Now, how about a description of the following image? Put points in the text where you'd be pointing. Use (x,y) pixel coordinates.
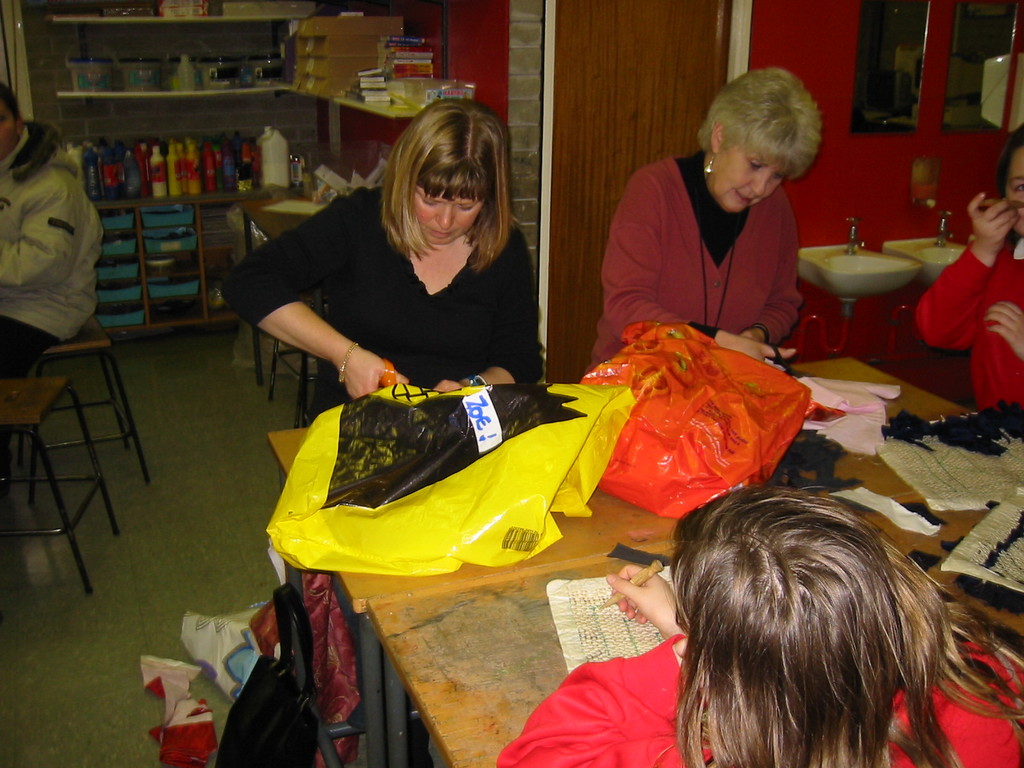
In this image two persons (912,741) are sitting on a chair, before a table (401,723) having few bags (625,481) and clothes (906,515) on it. Two women (702,320) are holding scissors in their hand (743,344). Beside them there are two sinks (838,253) attached to the wall (874,183) having two mirrors (884,114). Beside there is a door (613,101). Left side (29,309) there is a person (12,287) sitting on the stool (133,423). Behind him there are few racks (102,318) having few bottles (207,157) and books (402,63) in it.
